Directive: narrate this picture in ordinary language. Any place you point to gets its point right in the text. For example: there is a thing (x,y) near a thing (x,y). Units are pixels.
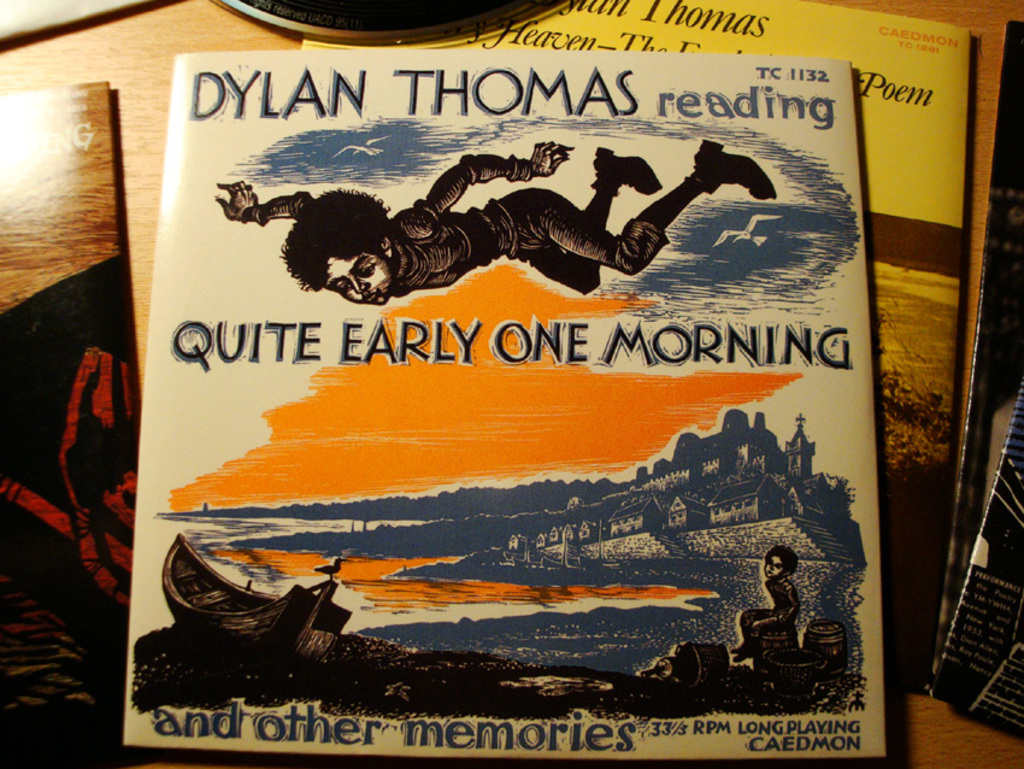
In this image we can see album covers (427,390) on the table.
